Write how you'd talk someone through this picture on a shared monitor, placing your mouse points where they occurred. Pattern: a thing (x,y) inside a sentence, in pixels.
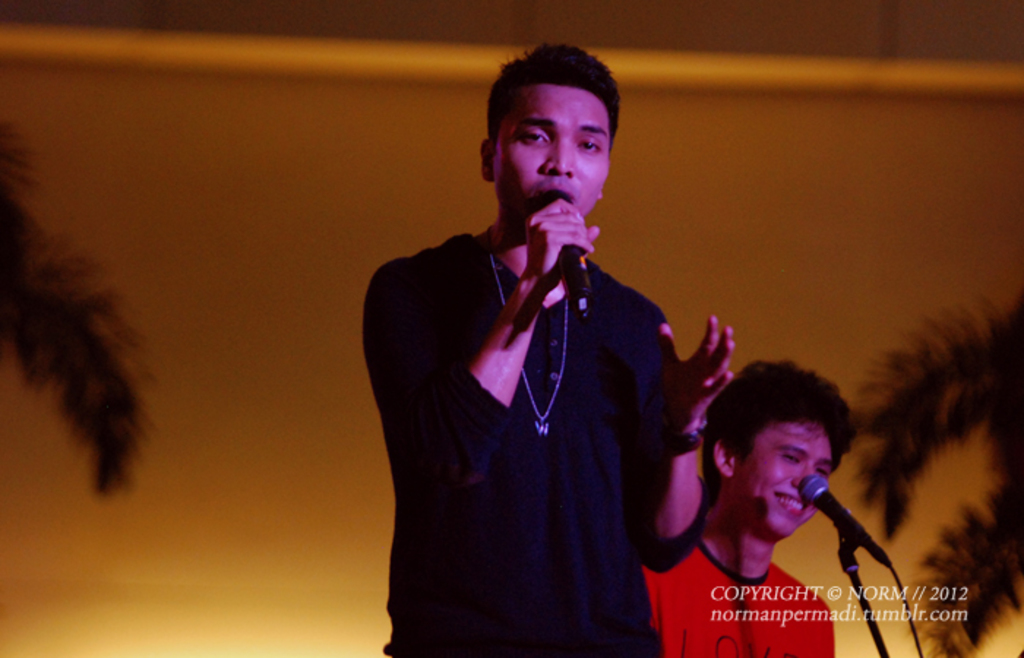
In this image we can see this person (663,480) wearing black dress (448,494) is holding a mic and this person (774,430) wearing red T-shirt (676,601) is having a mic (845,515) in front of him. In the background (909,508), we can see trees shadows (987,580). Here we can see the watermark (966,593) on the bottom right side of the image (948,611).
